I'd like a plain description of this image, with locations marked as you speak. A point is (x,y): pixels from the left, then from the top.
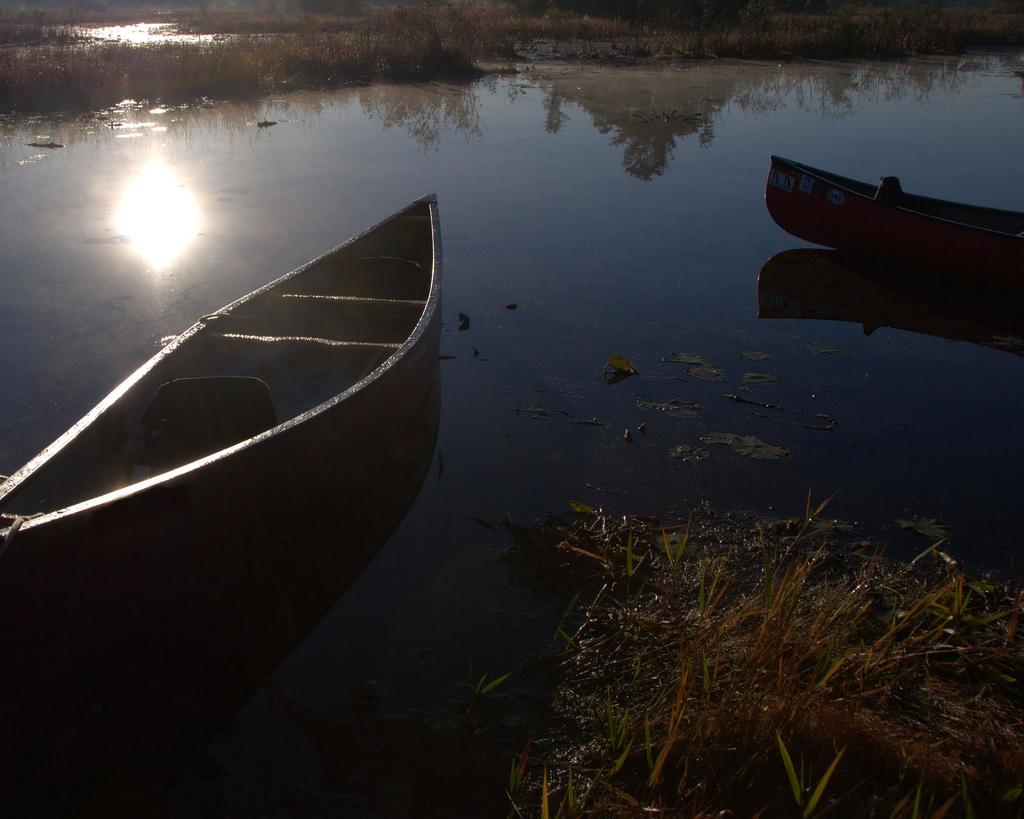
In the image we can see there are two boats (198,340) in the water (731,285). Here we can see water (607,313) and in the water (632,322) we can see the reflection (177,227) of the sun (163,211) and plant (653,154). Here we can see the grass (722,638).
